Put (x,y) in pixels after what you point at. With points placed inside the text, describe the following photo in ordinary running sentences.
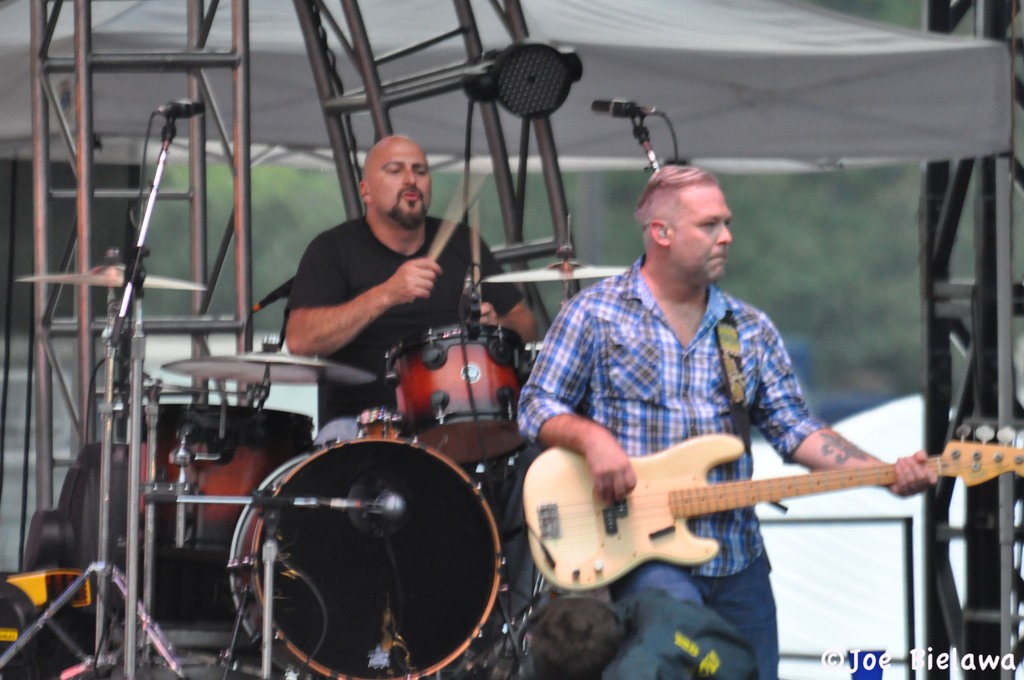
a person (693,385) in the front (682,374) is playing a cream guitar (741,492). he is wearing a blue shirt (657,438) and seeing towards his right. behind him a person (377,234) is wearing black t shirt (340,278) and playing drums (230,431). at the left (172,115) and right there are 2 microphones (641,117). behind him there is a grey tent (852,80). at the back (828,265) there are trees (788,261) which are blurred in the image.
